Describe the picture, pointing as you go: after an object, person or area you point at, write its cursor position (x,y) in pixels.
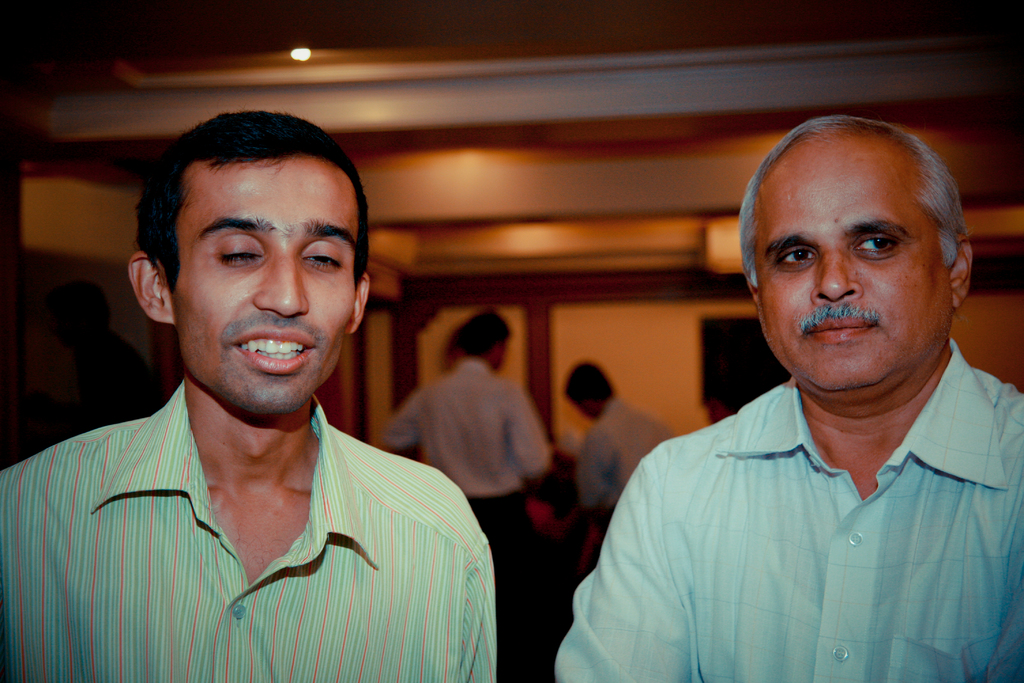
In this image there are two persons (454,488). In the background (476,171) there is a wall (677,353), light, television (729,348) and group of people (529,419).
